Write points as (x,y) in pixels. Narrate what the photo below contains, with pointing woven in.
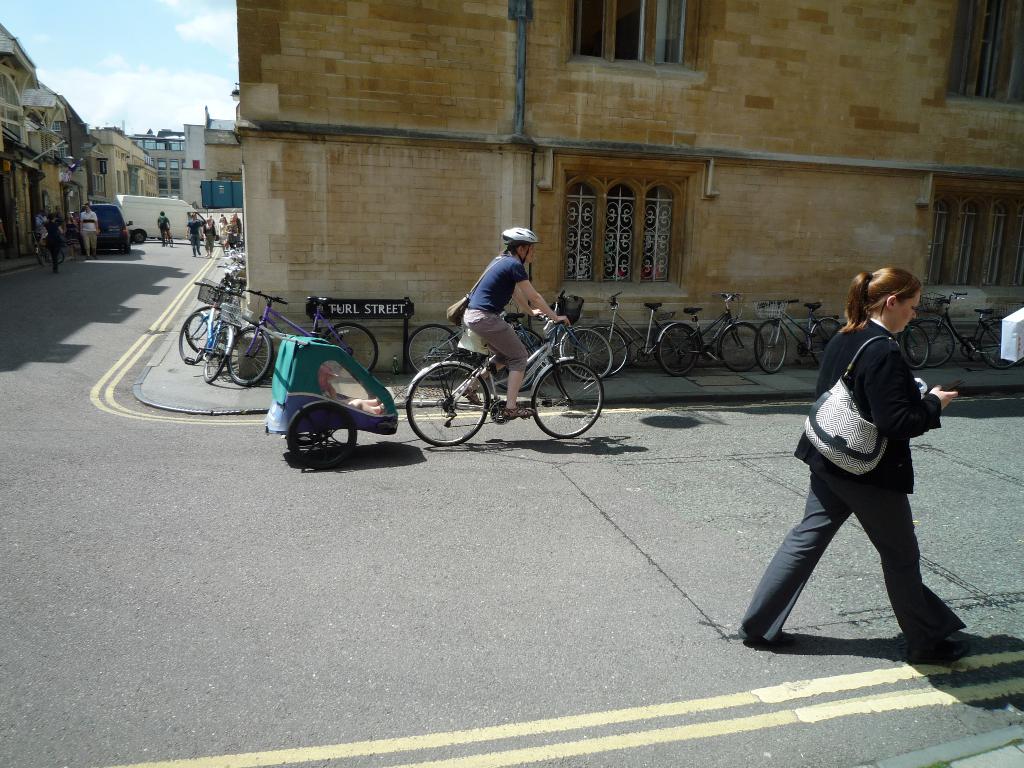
In the given image we can see there are many people (191,225) walking and some of them are riding bicycle (463,378). There are many bicycle (268,312) kept. This is a road (160,268), building (277,163), vehicle (117,214) and sky (133,85).
